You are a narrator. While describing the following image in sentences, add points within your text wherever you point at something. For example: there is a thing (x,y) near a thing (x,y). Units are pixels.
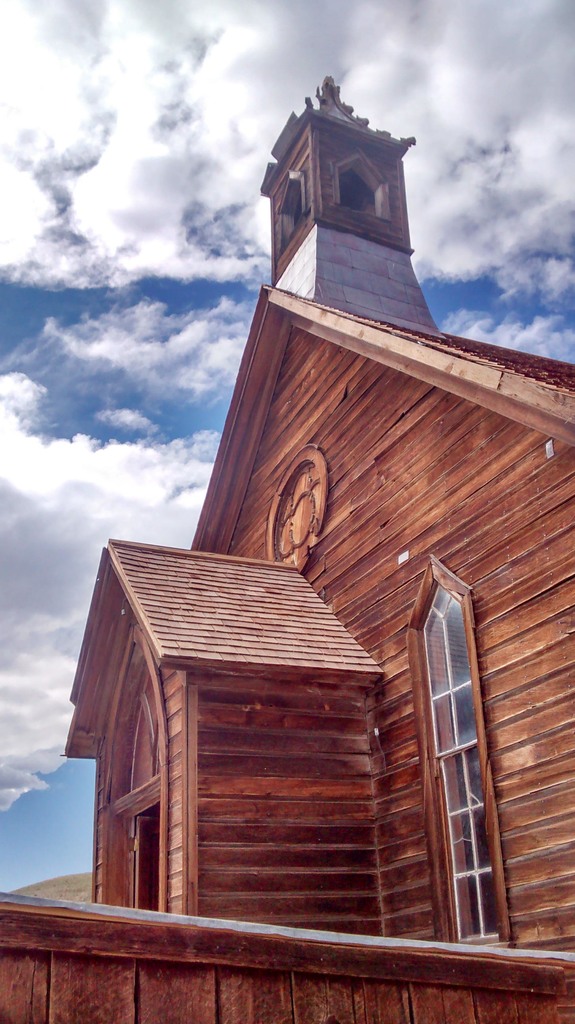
In this image there is a building (196,549) and the sky (66,278).
